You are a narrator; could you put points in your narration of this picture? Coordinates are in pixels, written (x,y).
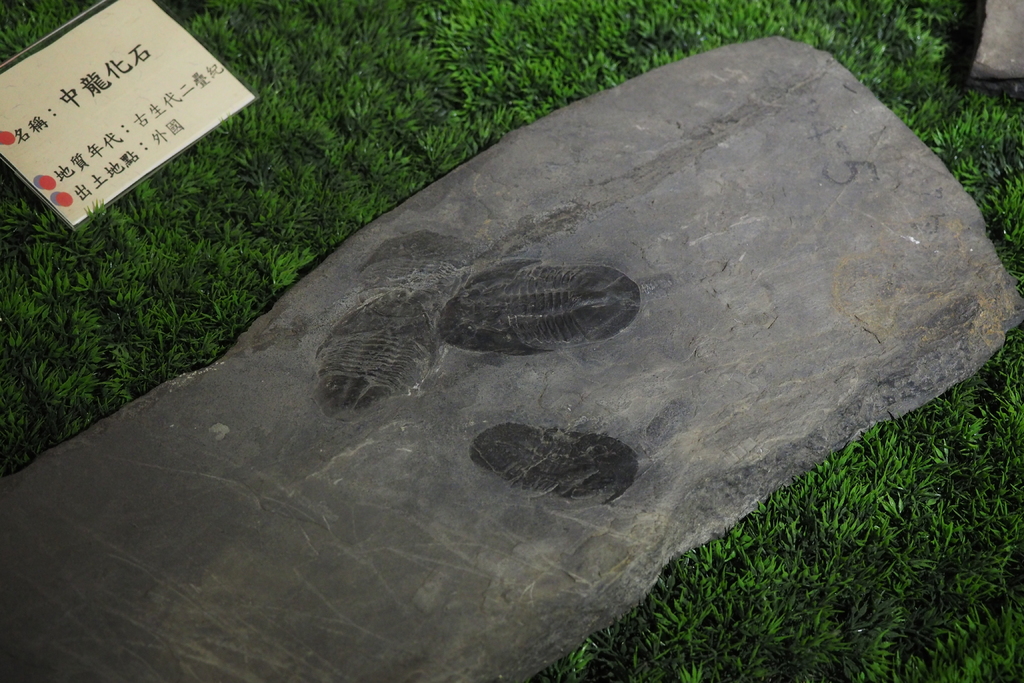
In this image we can see a grassy land (403,95) in the image. There are two rocks (778,274) in the image. There is a descriptive board (135,112) in the image.
